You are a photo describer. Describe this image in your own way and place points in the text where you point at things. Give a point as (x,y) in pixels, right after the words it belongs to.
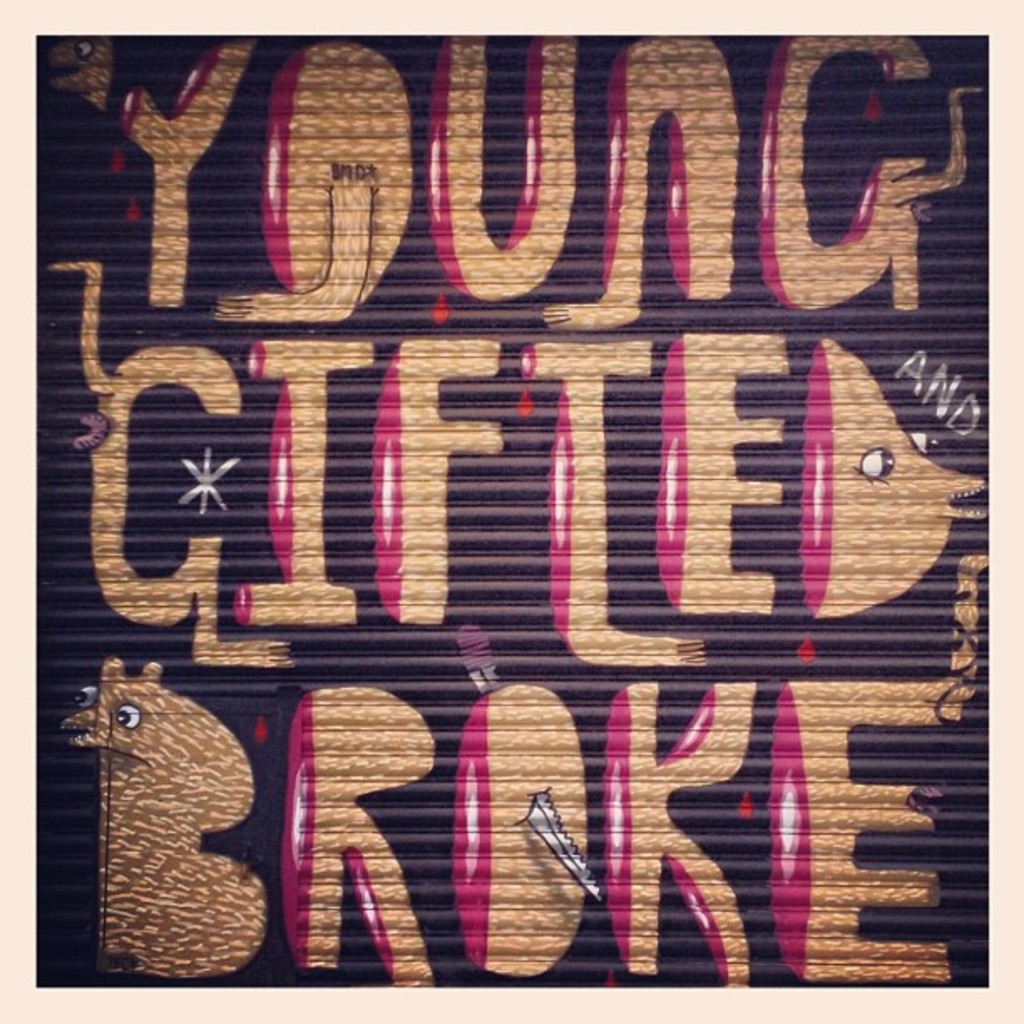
In this image we can see some colorful text (919,560).
